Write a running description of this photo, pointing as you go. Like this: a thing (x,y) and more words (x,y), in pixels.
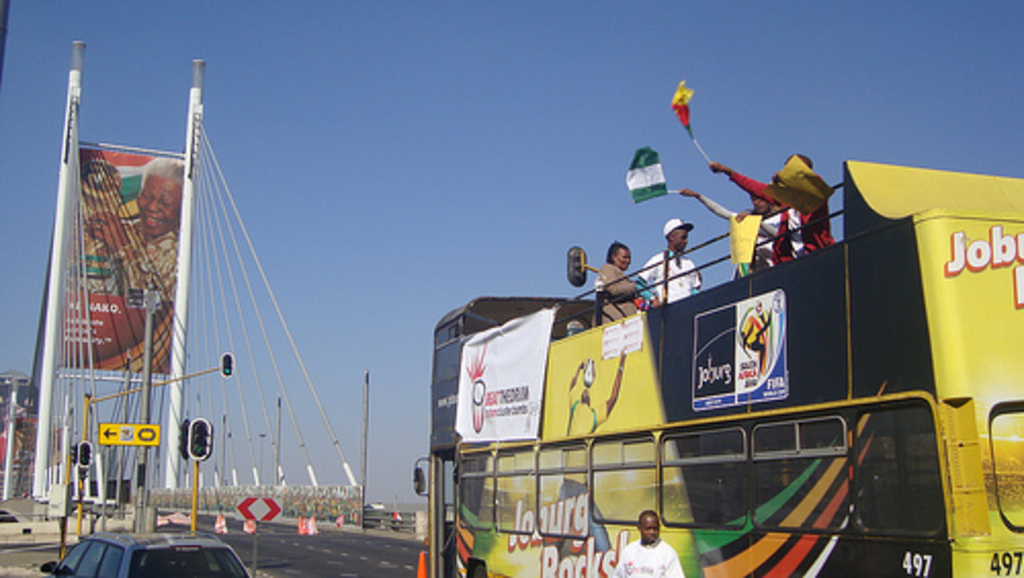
People (607,278) are present in a bus (695,389) holding flags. There is a car (84,566) on the left (165,558). There is a hoarding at the back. There are poles (85,429) and traffic signals (209,447). There is sky (352,202) at the top (322,161).
